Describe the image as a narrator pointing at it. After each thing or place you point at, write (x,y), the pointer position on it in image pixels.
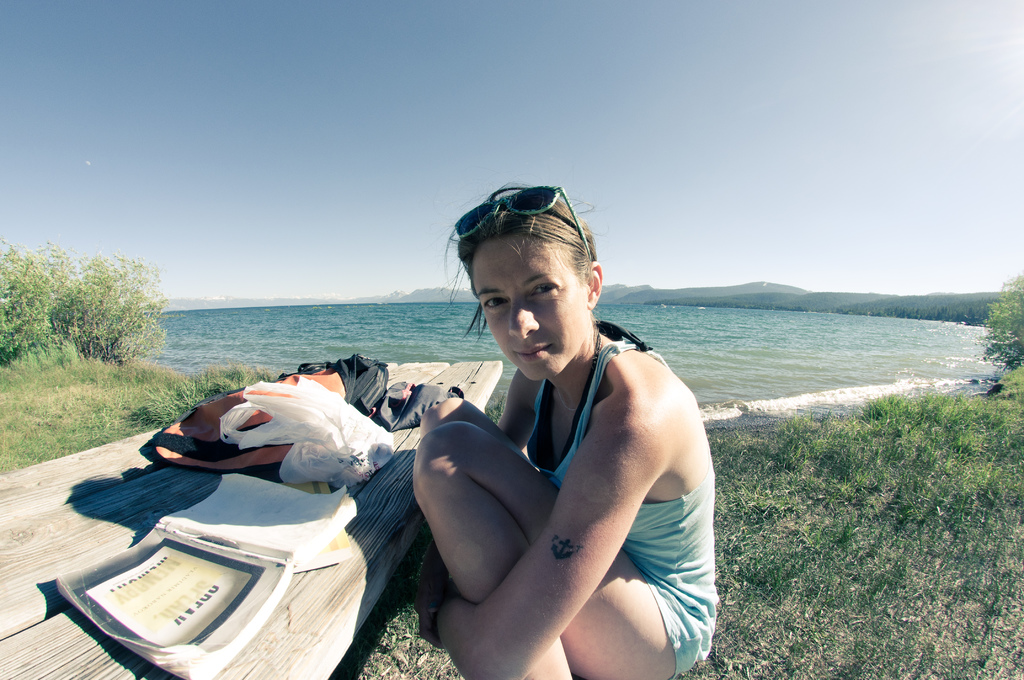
In this image in the foreground (552,493) there is one woman (526,470) sitting, beside her there is one wooden board (440,364). On the board (65,628) there is book (272,501), bag (339,371), plastic cover (330,405). In the background (391,341) there is a river (738,341) and mountains (950,305), on the right side (874,520) and left side (95,308) there are some plants (99,360) and grass (908,628). At the top (260,197) there is sky (173,197).
